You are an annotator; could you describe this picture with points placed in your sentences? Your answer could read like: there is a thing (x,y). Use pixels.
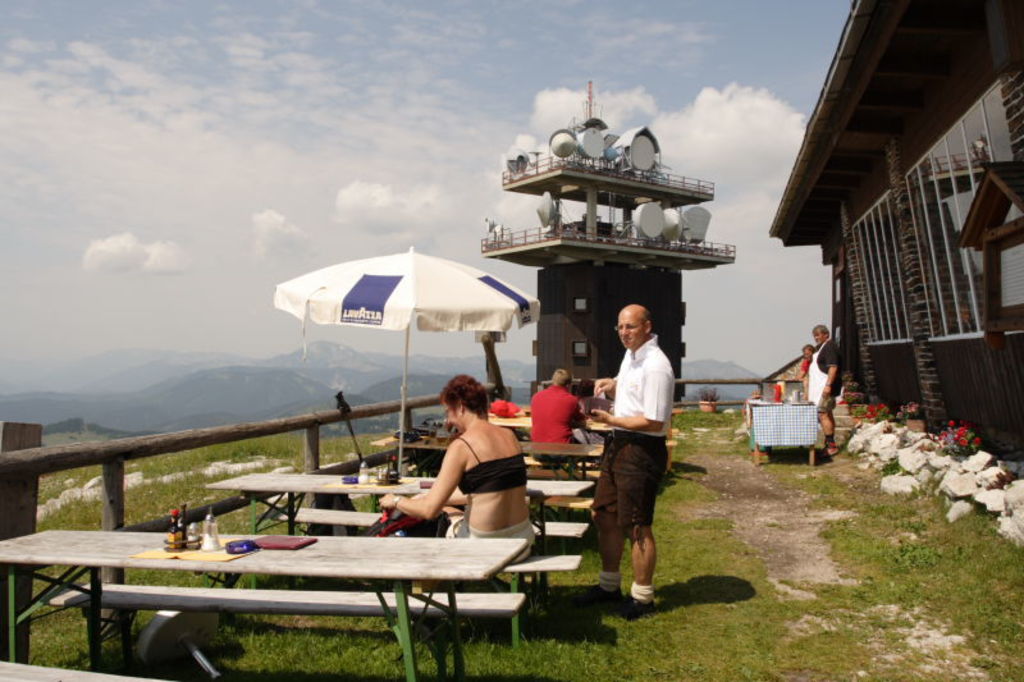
It is an open top restaurant (470,676), there are many tables (339,556) and benches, there is woman (455,385) sitting under an umbrella (455,292) on one of the bench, in the right side (894,340) there is a compartment (835,258) and in front of that some people (820,373) are standing by keeping some food items (793,401) on the table (787,418) in front of them, in the front side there is some equipment (584,220) kept on the tower (594,262). In the background (327,105) there is a sky (616,102).
